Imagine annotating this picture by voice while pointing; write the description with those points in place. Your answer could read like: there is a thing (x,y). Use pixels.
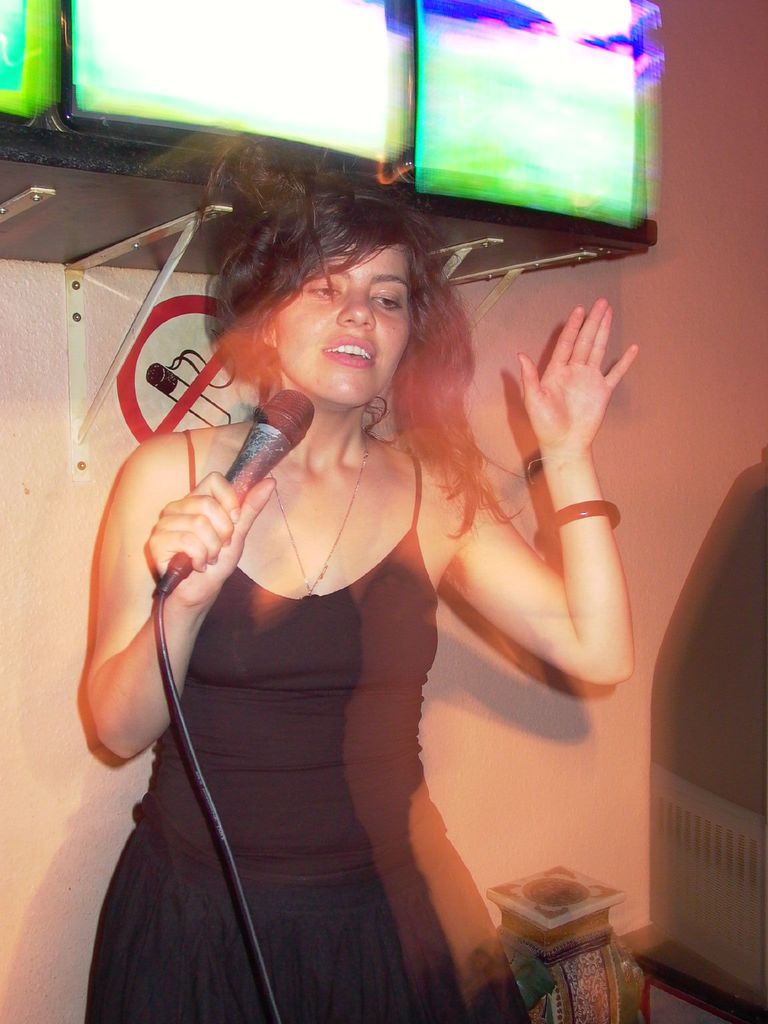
In this image, we can see holding mic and in the background (474,246), we can see screens (236,128) on the stand (133,215) and the stand (72,362) is fixed to a wall (43,493) and there is a sticker (218,402). At the bottom (616,961), there are some objects (696,916).
